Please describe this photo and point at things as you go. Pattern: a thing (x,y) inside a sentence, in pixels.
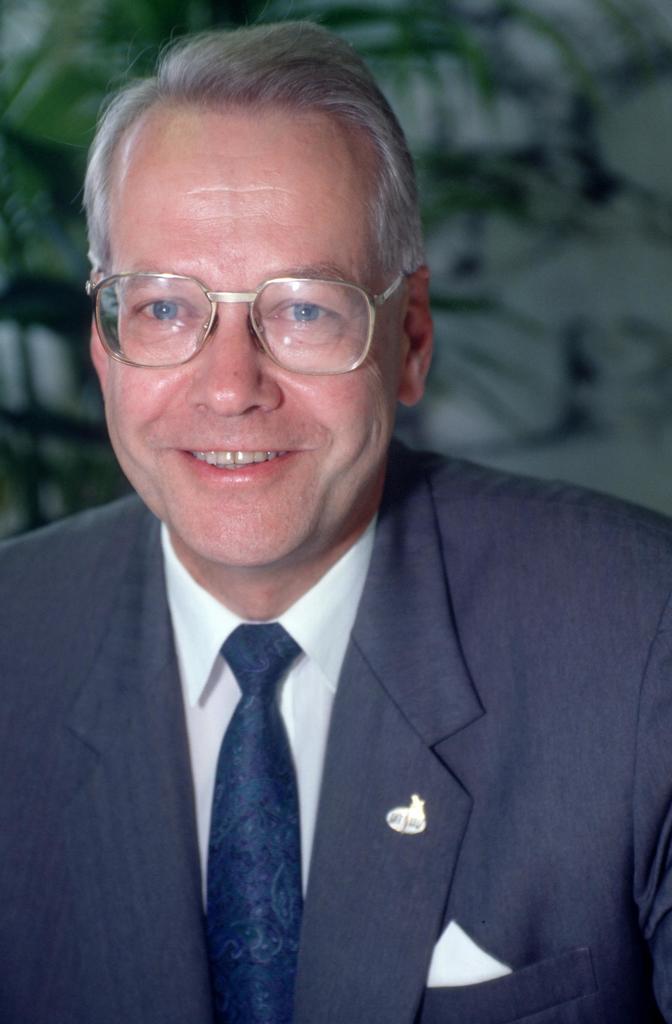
In this image, we can see an old man (350,813) in a suit (559,863) wearing glasses (286,315) and smiling. Background (77,445) we can see a blur view. Here we can see plant (71,142).
